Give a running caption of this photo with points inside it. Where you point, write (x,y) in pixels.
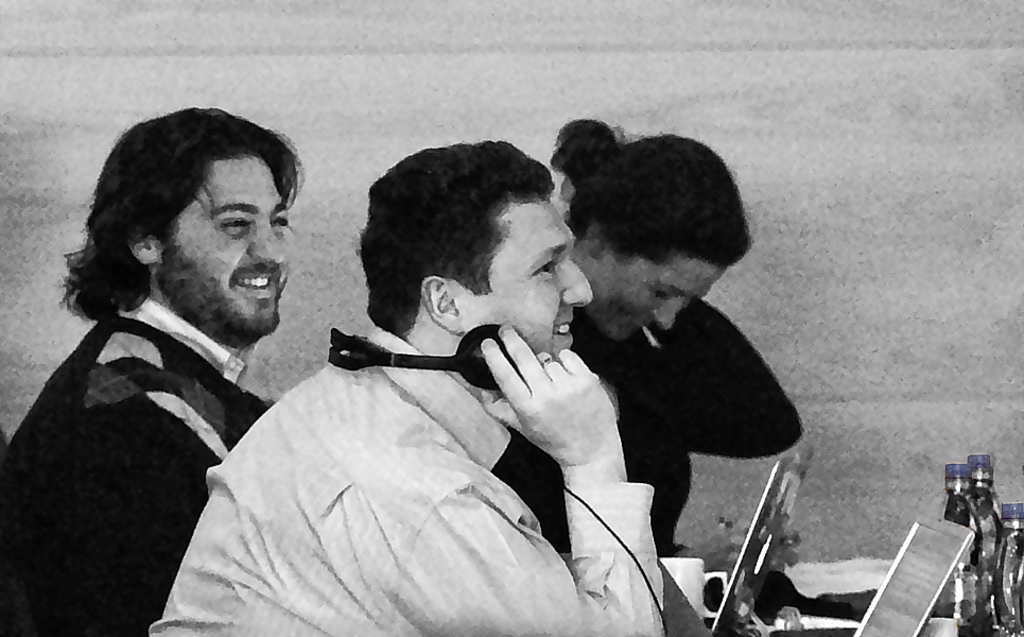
In this image I can see few people (208,109) where I can see smile on their faces (494,308). Here I can see laptops (904,547) and water bottles (955,478).
